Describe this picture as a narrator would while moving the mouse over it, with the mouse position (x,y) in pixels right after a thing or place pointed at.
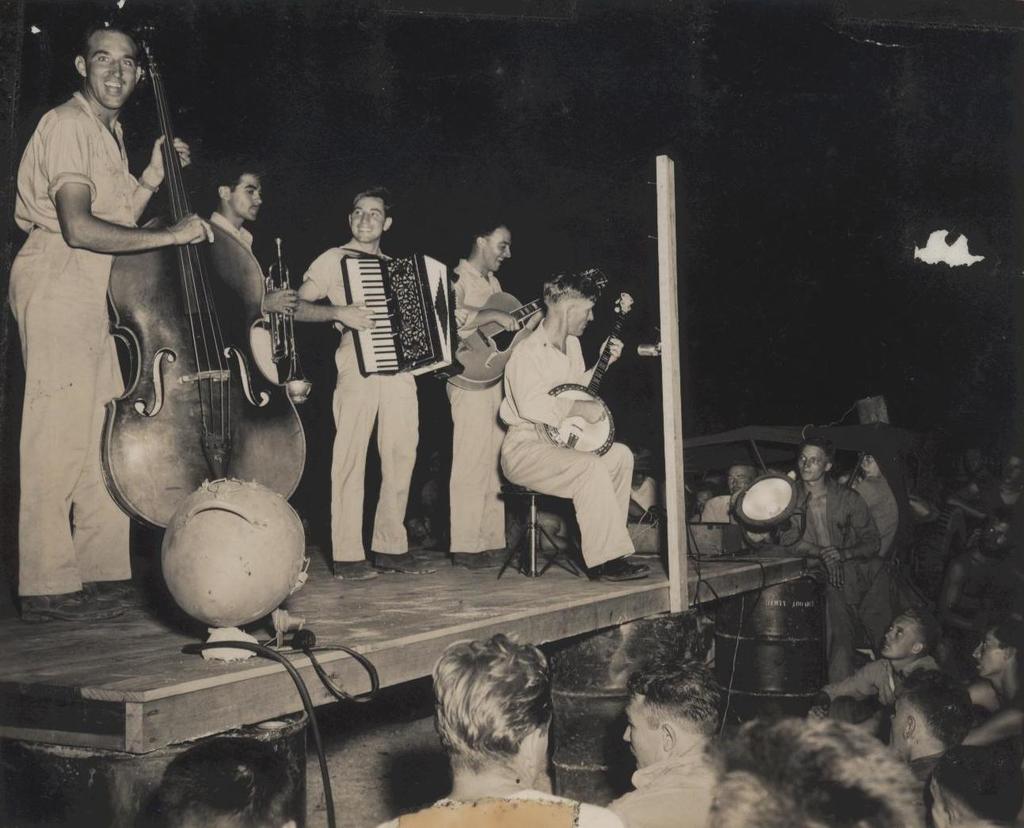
In this image I can see the group of people (360,444) playing the musical instruments (183,413). In-front of these people (504,411) I can see few more people (873,687) standing. And this is a black and white image.
